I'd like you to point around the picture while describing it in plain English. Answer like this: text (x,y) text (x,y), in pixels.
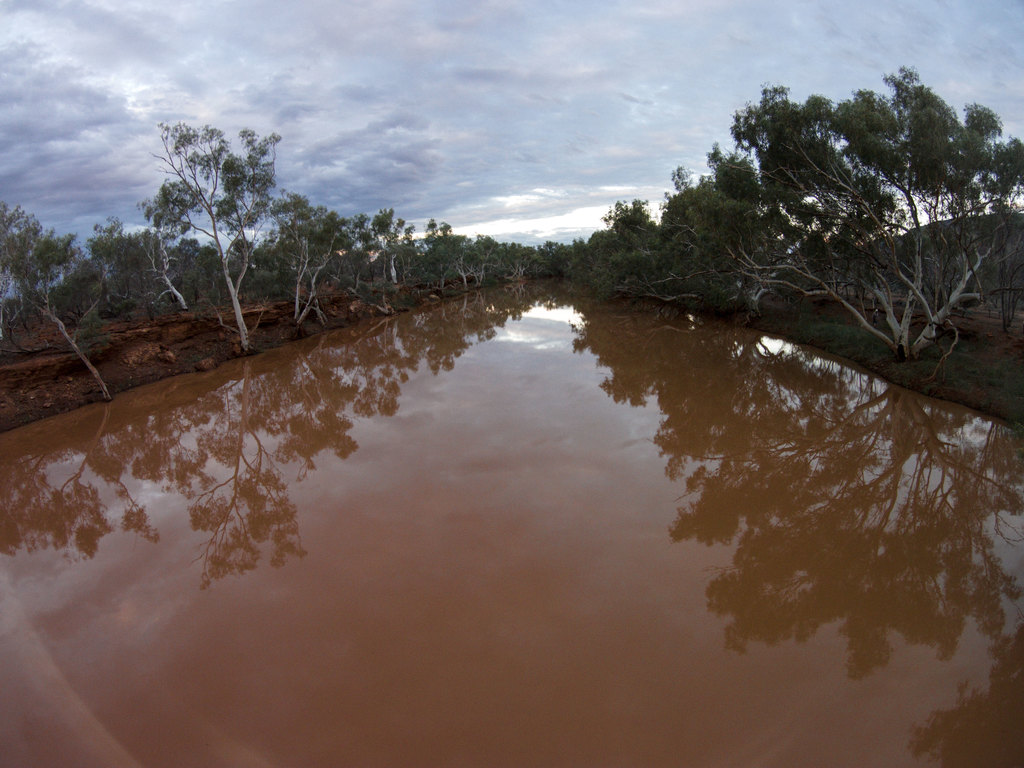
In this image, we can see a canal (562,555) in between trees (836,293). There is a sky (578,155) at the top of the image (547,82).
